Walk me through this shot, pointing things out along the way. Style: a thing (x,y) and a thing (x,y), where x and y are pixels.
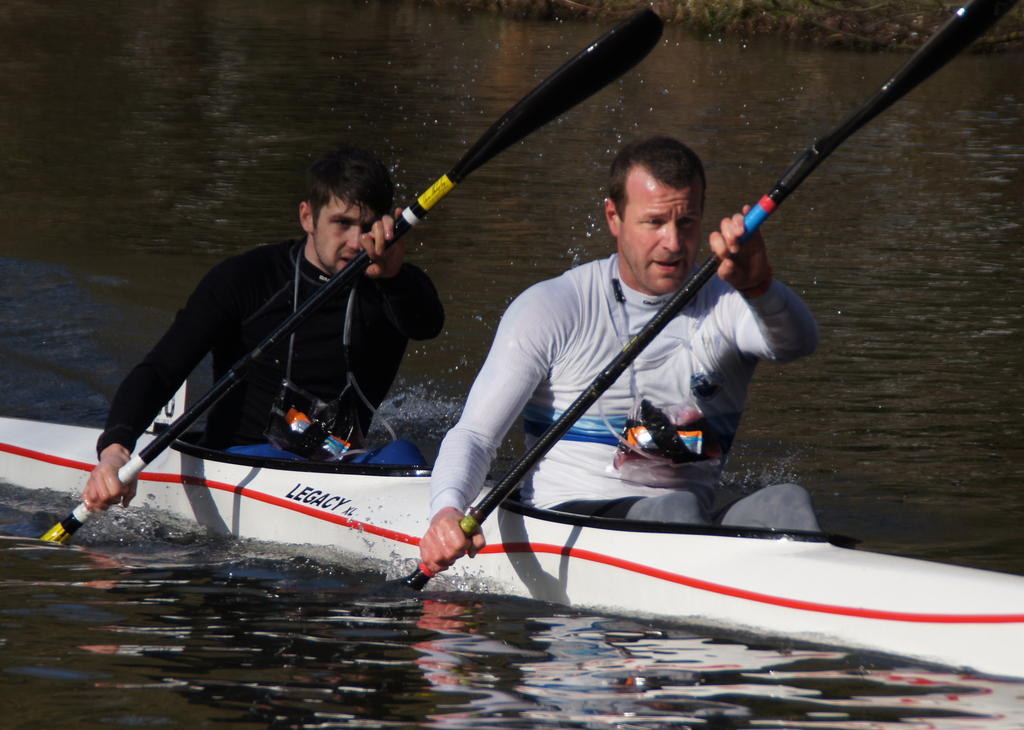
In the center of the image (349,470) there is a boat (336,470) and we can see two people (617,405) sitting in the boat (690,546) and they are holding oars (285,327) in their hands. At the bottom (356,648) there is water (411,684).
